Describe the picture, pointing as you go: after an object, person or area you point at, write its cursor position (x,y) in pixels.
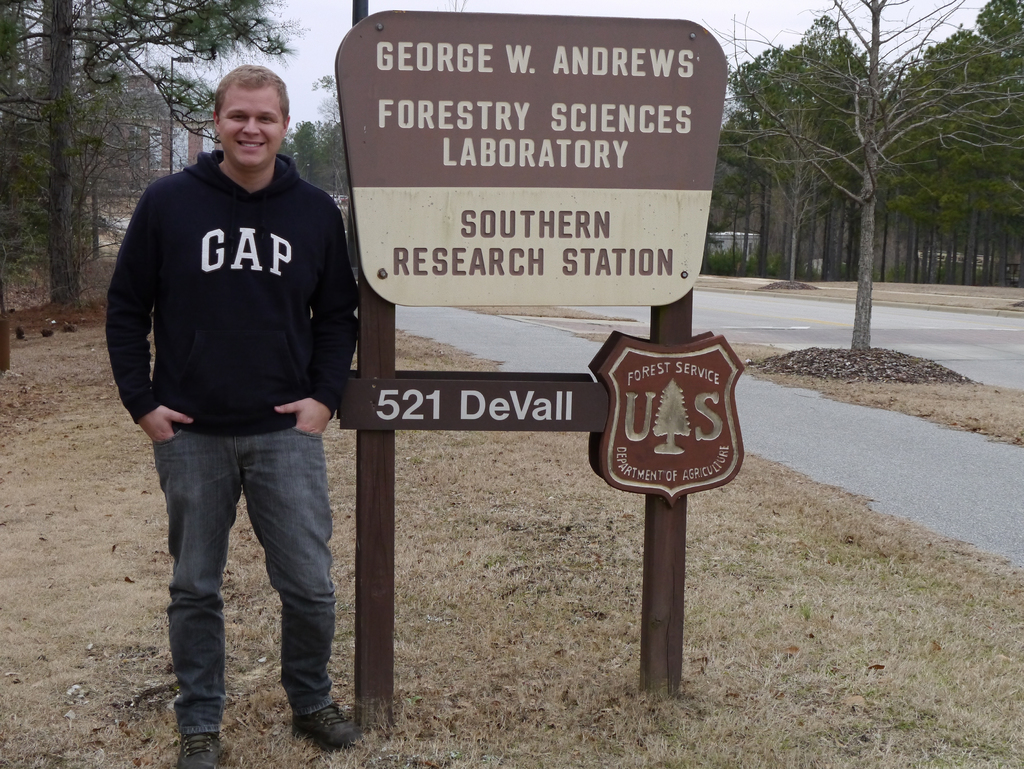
In the center of the image (617,262) we can see name board (525,233) on the grass (513,534). On the left side of the board (611,116) we can see person (265,423). In the background (309,49) we can see trees (863,155), road (824,343), building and sky (293,47).
